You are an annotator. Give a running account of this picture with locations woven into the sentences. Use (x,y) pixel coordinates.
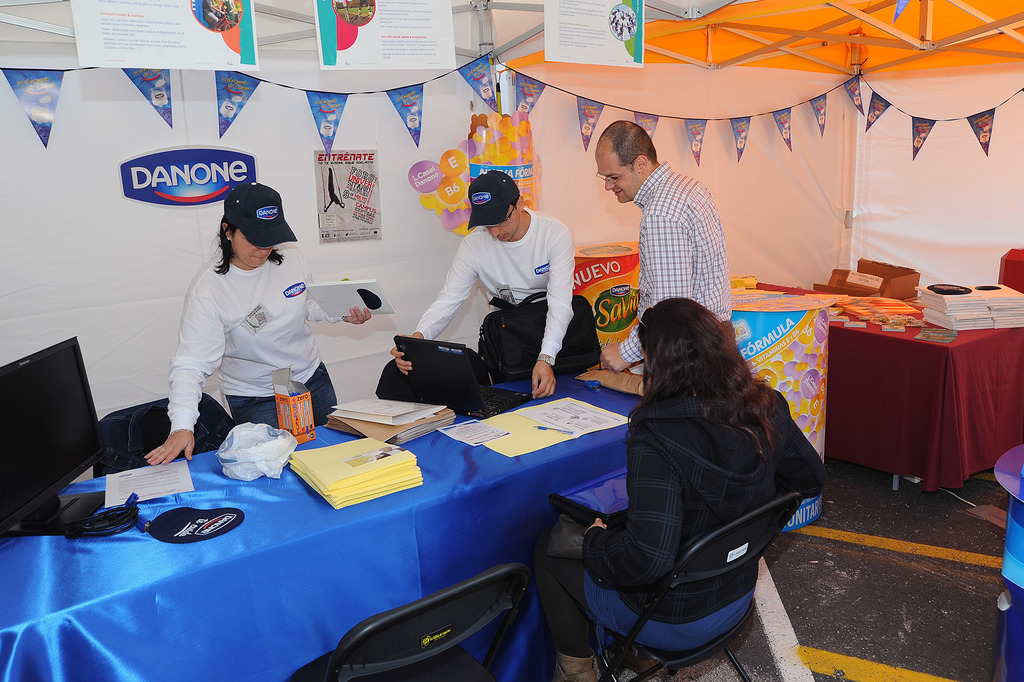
This is the picture under the tent (374,372). There are group of people (510,284) in this image. There are computers (7,435), mouse pads (221,533), papers (440,431), laptops (444,399) on the table (147,515). At the top (154,54) there are posters (92,60). There is a cardboard box (844,278) behind the table (950,343).
